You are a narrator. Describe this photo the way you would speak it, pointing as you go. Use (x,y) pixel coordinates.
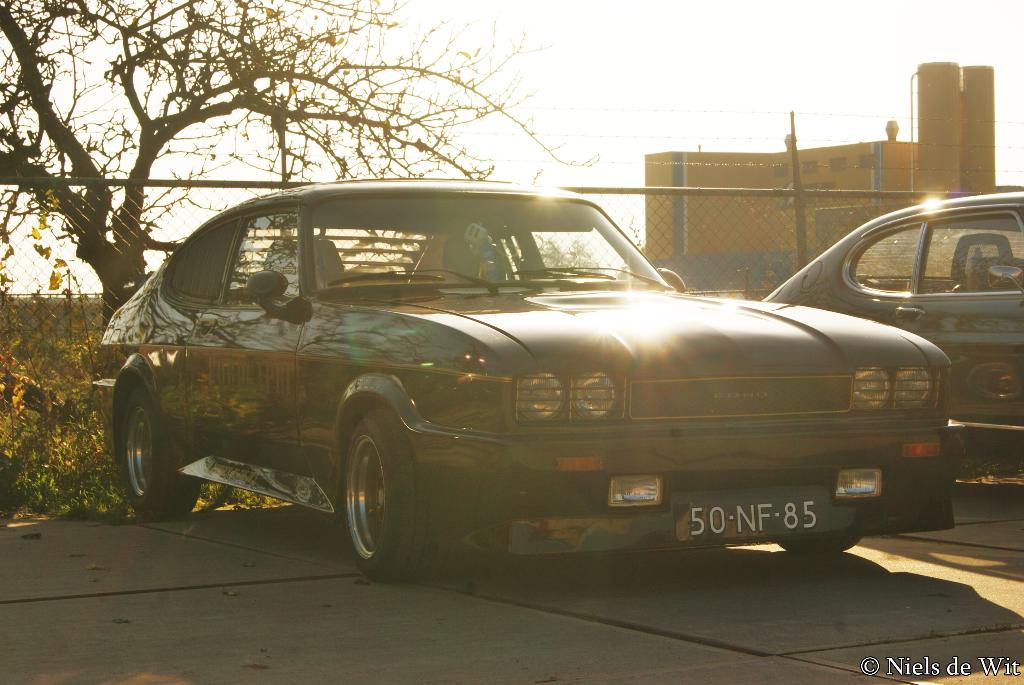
In this picture there are two cars (536,466) which are parked near to the plants (52,490). On the left (52,116) there is a tree (25,168). On the right (820,237) there was a building (947,152). At the top (725,46) there is a sky (667,67). Behind the car (935,368) i can see the fencing (92,292). In the bottom right corner (881,663) there is a watermark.
